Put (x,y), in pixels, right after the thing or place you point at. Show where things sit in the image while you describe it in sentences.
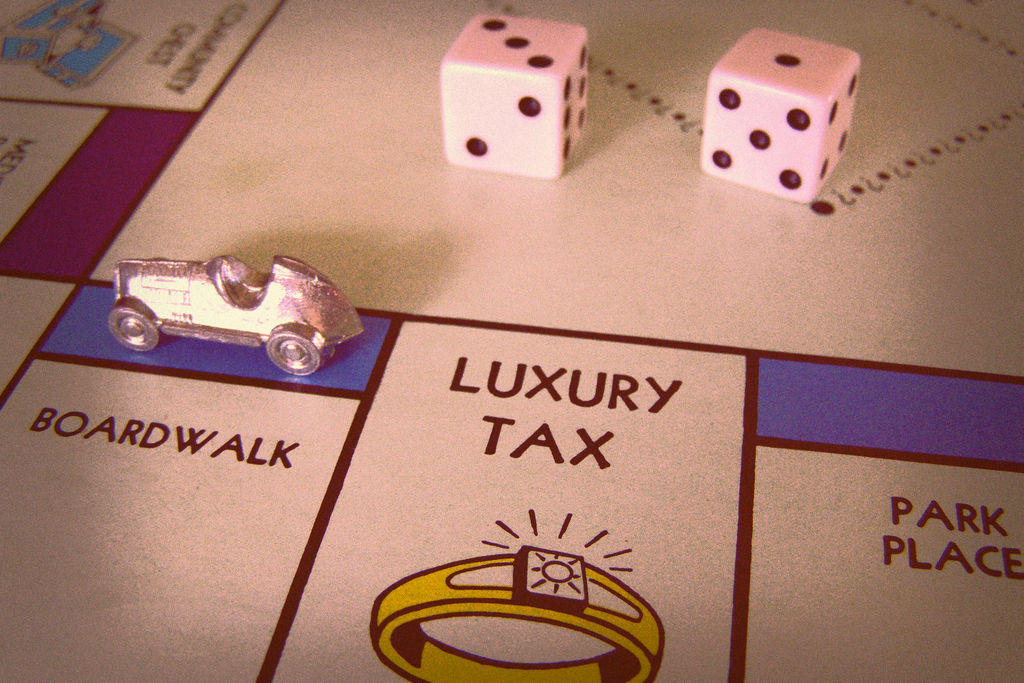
In this image we can see dice (584,117) and a toy car (338,296) on the board (119,188) with text (611,406) and design (599,599).
